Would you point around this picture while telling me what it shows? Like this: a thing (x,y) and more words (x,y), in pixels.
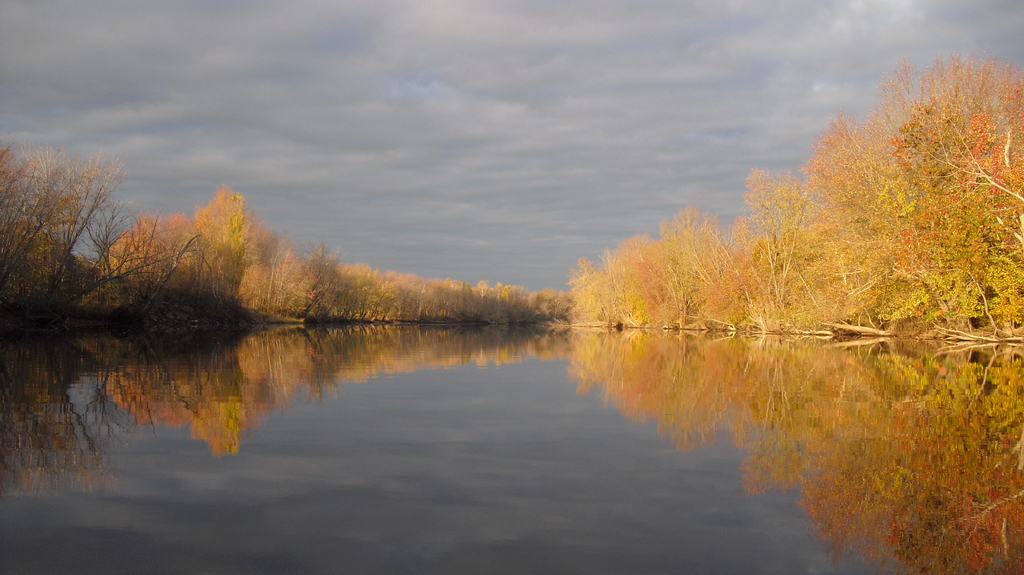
This picture is clicked outside the city. In the foreground (640,454) there is a water body (297,418) and we can see the reflection (662,354) of the trees (518,318) in the water body (406,332). In the background (401,39) there is a sky (736,147) which is full of clouds (128,192) and we can see the trees (664,280).
